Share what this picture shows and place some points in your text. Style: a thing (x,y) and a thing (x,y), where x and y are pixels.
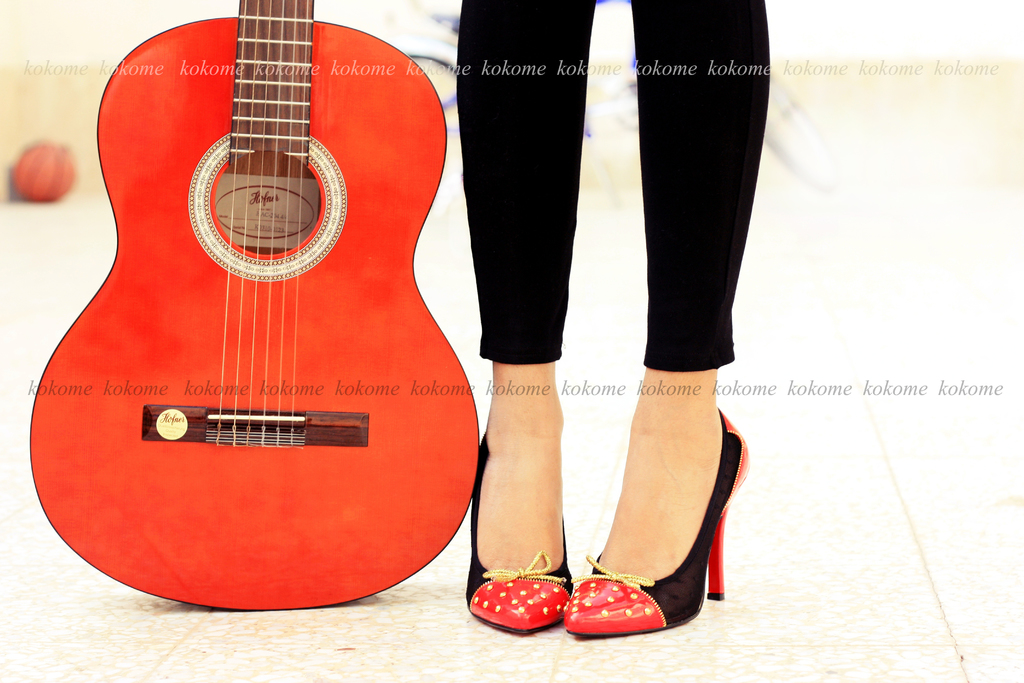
In the left (257,585) it's a red color guitar (201,275) and in the right (694,593) girl (548,521) is wearing the shoes (588,585) black color trouser (661,301).
